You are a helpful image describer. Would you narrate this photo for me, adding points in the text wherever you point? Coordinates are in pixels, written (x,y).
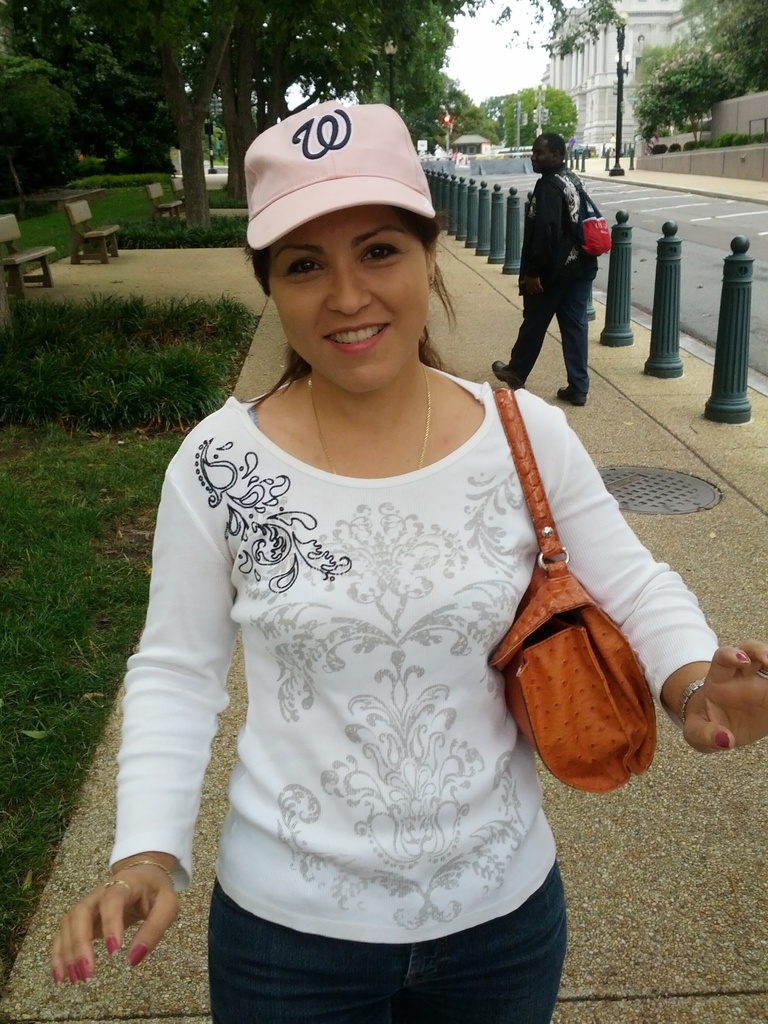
In this picture there is a lady (359,995) in the center of the image (270,472), there are grassland (48,357), benches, and trees (265,38) on the left side of the image (163,164) and there are buildings (671,7) on the right side of the image (635,150).
